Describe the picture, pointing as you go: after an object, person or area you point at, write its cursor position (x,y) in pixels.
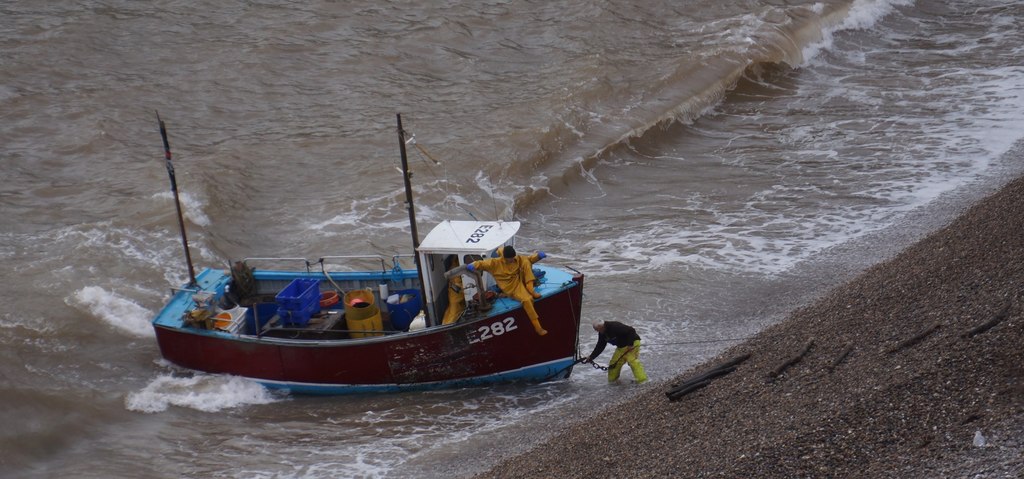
In this image we can see a boat (338,354) with some objects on the ocean (669,252) and there is some text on the boat (544,365) and we can see a person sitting in the boat (563,305). There is a person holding an object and we can see some wooden logs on the sand (629,433).
